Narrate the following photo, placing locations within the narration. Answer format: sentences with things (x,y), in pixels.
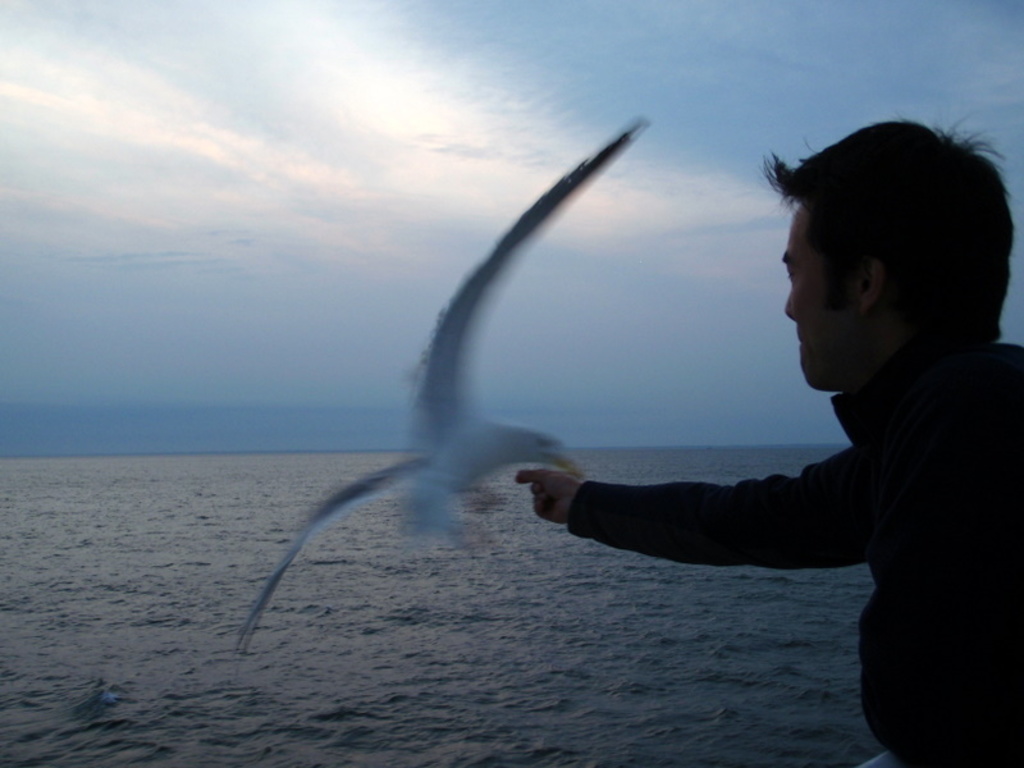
In this image there is a person (809,510) feeding a bird (515,457) as we can see on the right side of this image (778,533). There is a bird (466,474) in the middle of this image (458,461). There is a sea (388,682) in the bottom of this image (295,623) and there is a sky (314,257) on the top of this image (394,173).
